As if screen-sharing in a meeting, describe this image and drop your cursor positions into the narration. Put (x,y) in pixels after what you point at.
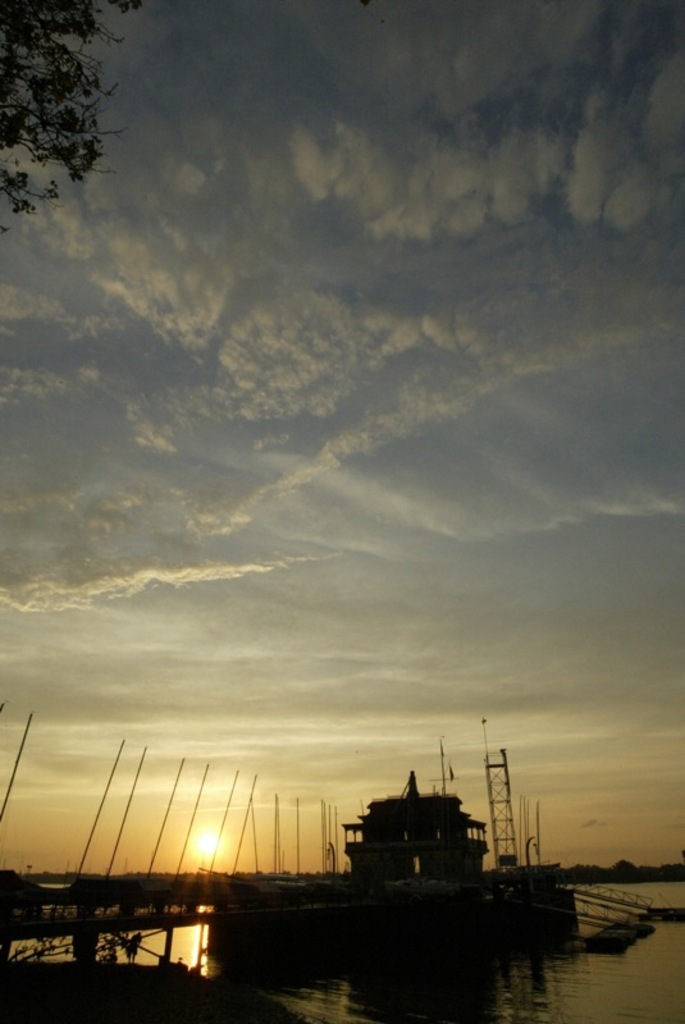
In this image in the center (309,541) there is water (491,982), there are poles (235,866), there is home (427,847) and the sky (411,423) is cloudy, and in the background (638,872) there are trees (601,880) and there is sun (213,846) visible in the sky (190,854) and on the top left (50,90) there is a tree (57,96).
